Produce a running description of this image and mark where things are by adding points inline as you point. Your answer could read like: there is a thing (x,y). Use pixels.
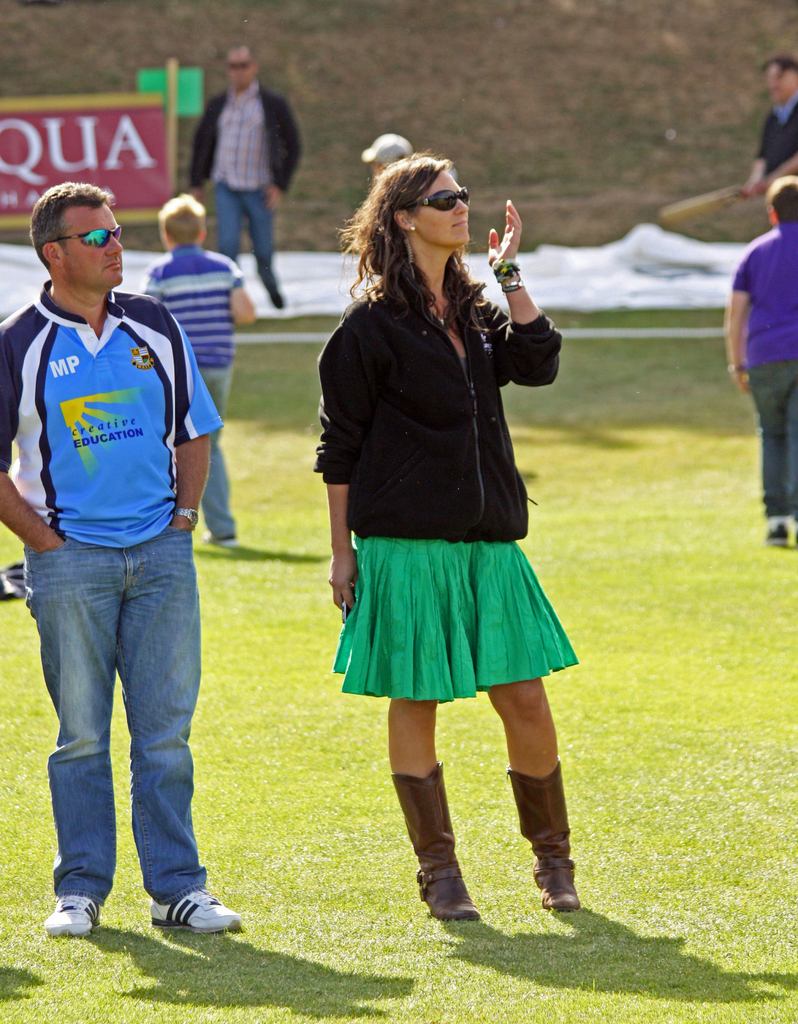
In this picture we can see a few people (763,309) on the grass (262,621). There is a white sheet (700,278) on the grass (630,608). We can see a person (776,111) holding an object (704,213) on the right side (790,111). We can see a board (158,85) on the pole (172,132). There is a banner (133,172) and a slope (693,46) in the background (711,56).
